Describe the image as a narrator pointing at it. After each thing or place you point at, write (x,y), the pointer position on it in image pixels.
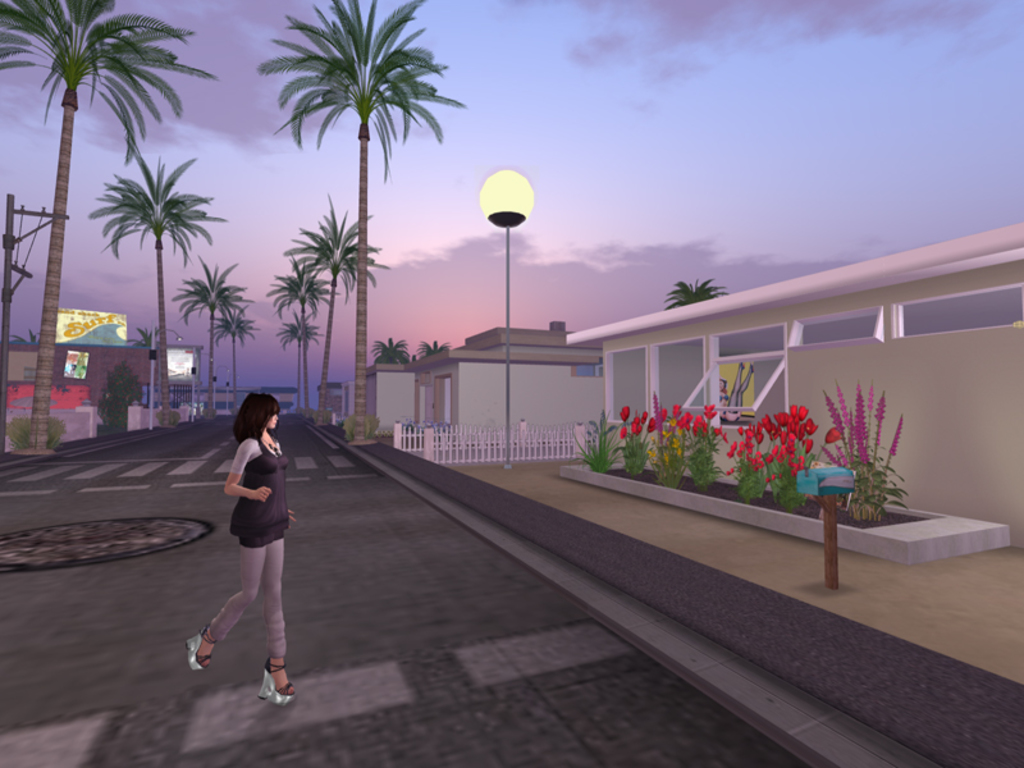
In the image we can see there is an animation picture in which a woman (227,606) is standing on the road (267,740). Behind there are trees (119,211) and there are buildings (726,427). There are flowers (859,430) and plants (745,449) on the ground (883,517) near the building (993,500).
